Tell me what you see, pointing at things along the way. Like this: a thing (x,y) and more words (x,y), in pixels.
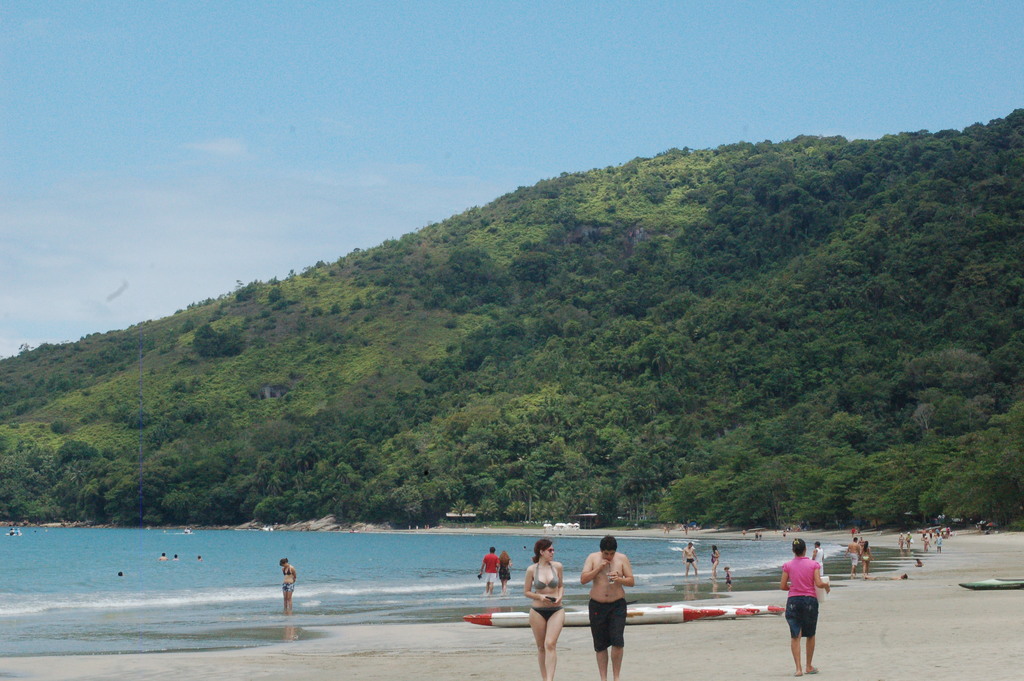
In this image there are a group of people (711,564), at the bottom (726,592) there is a beach (1005,646) and sand (1005,646). In the background (597,413) there are some trees (894,181) and mountains (605,178), and at the top (397,159) there is sky (342,206).
